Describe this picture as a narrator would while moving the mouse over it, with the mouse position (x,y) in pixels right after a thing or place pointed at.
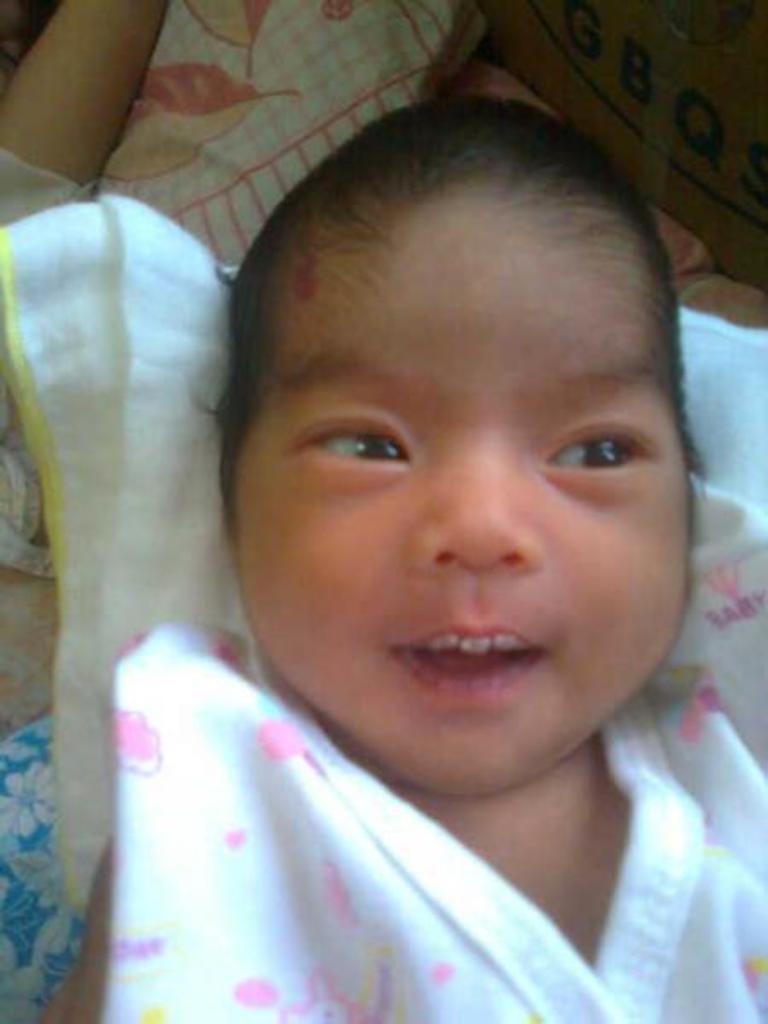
In the image we can see there is an infant (455,665) lying on the bed (112,742).
